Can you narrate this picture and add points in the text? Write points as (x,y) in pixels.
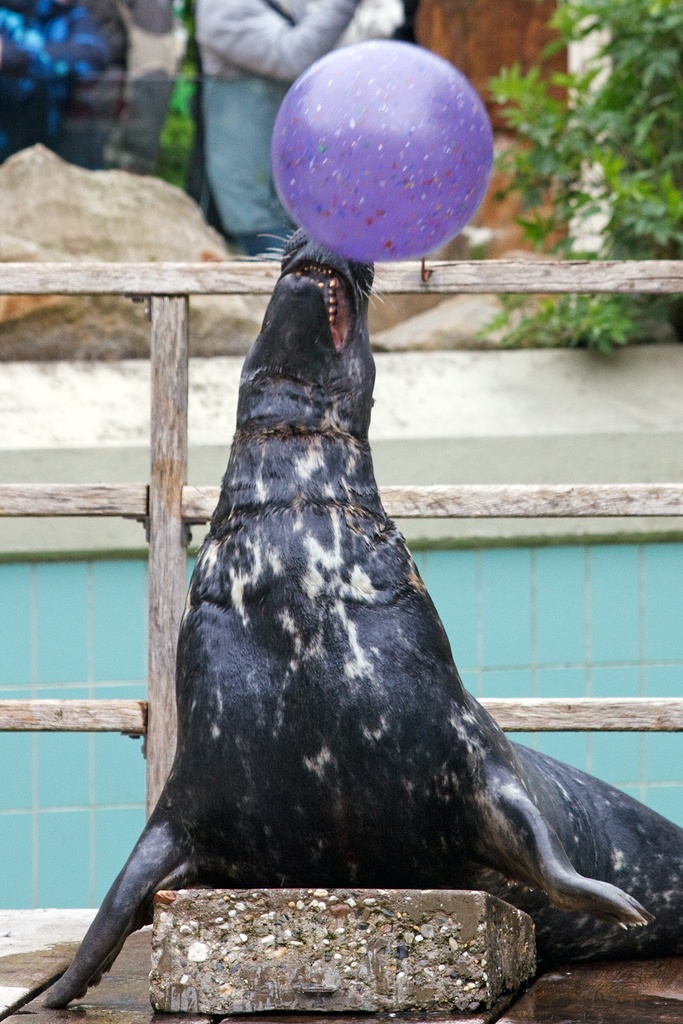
A seal (304,656) is playing with a ball (332,84). There is a wooden fence (555,268) and there is a plant (644,42) and a rock (140,233) at the back (140,233).
